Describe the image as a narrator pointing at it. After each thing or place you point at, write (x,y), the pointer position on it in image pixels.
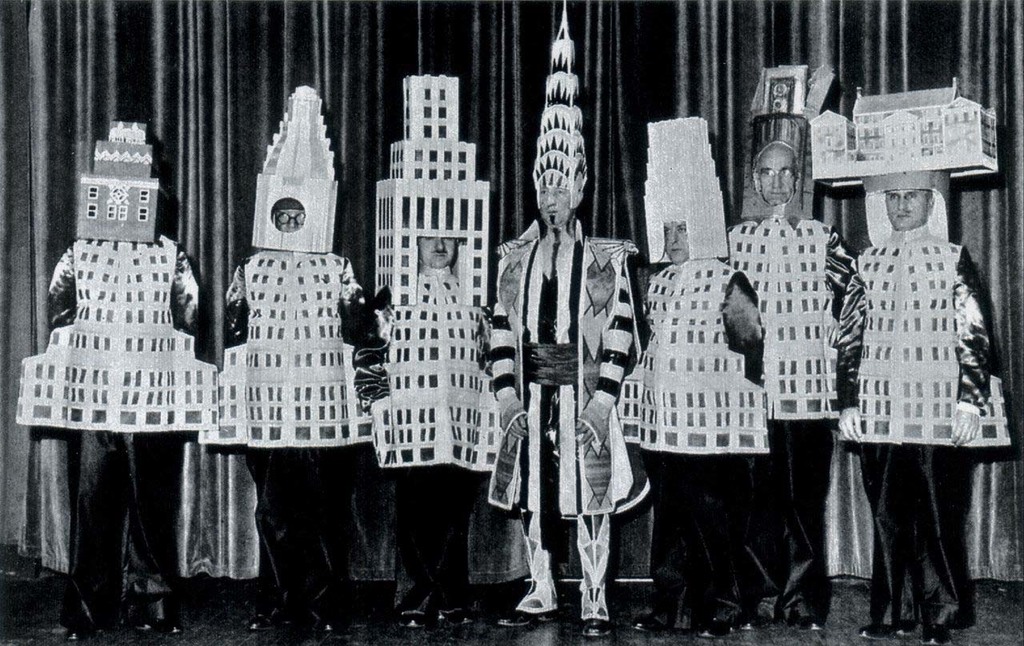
This picture seems to be clicked inside. In the center (466,367) we can see the group of people (827,293) wearing same dresses (380,338) and some objects (945,165) and standing on the ground (525,637). In the background (836,104) we can see the curtains (340,69).
